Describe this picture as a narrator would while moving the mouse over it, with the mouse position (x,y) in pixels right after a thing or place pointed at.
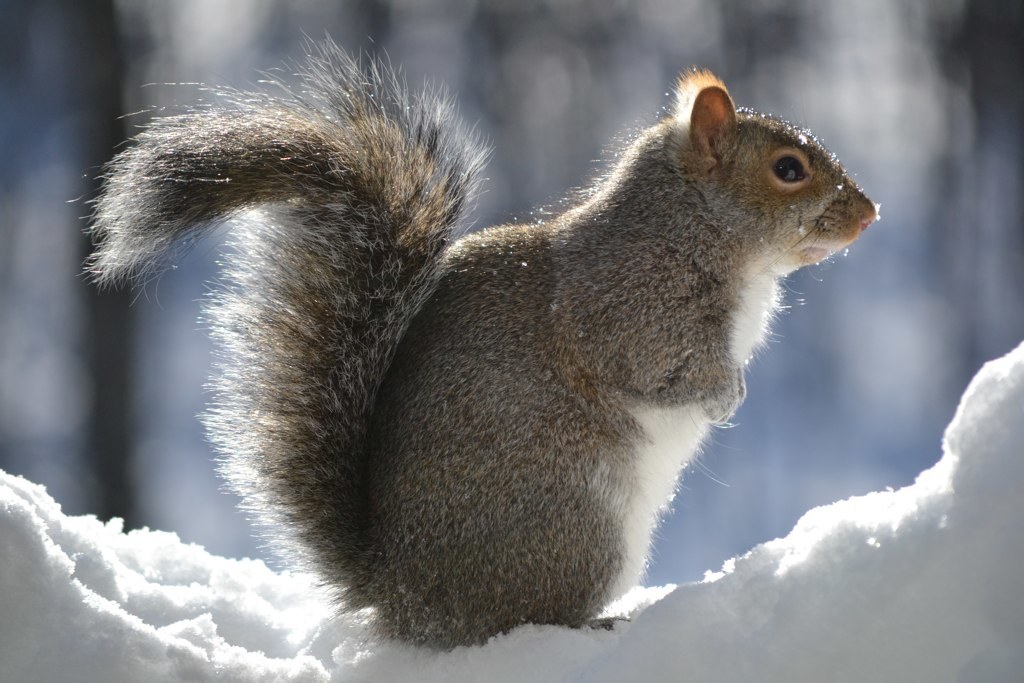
In this image we can see a squirrel (470,511) on the snow (787,567).
